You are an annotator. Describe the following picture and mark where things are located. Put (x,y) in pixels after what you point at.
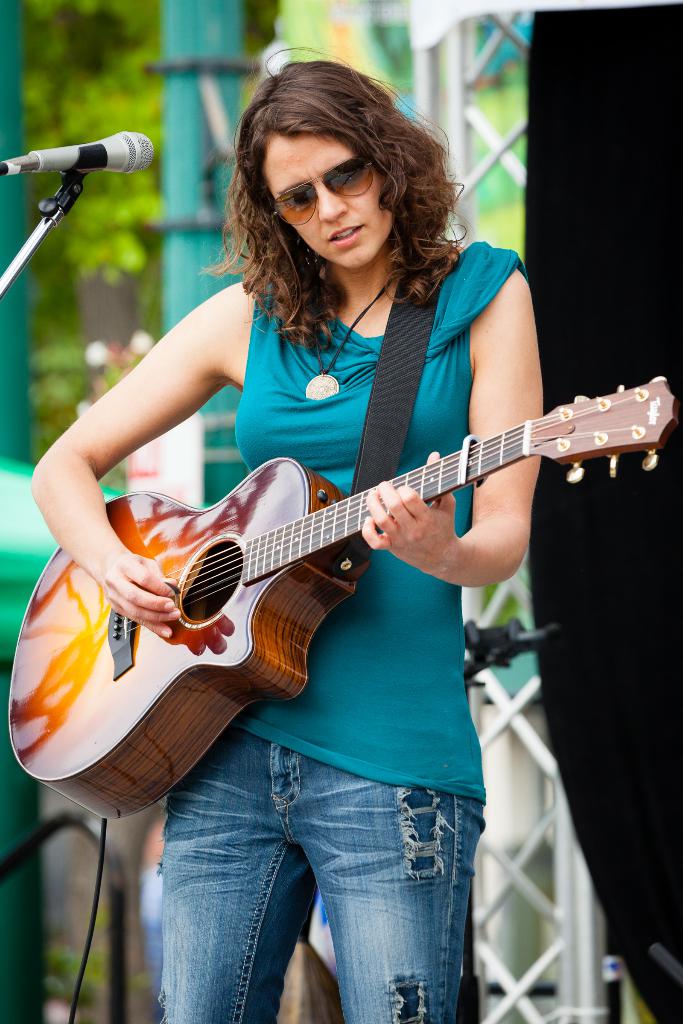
In this image i can see a woman (388,663) who is wearing a green color dress (393,675), playing guitar (263,618) in front of the microphone (78,165).
